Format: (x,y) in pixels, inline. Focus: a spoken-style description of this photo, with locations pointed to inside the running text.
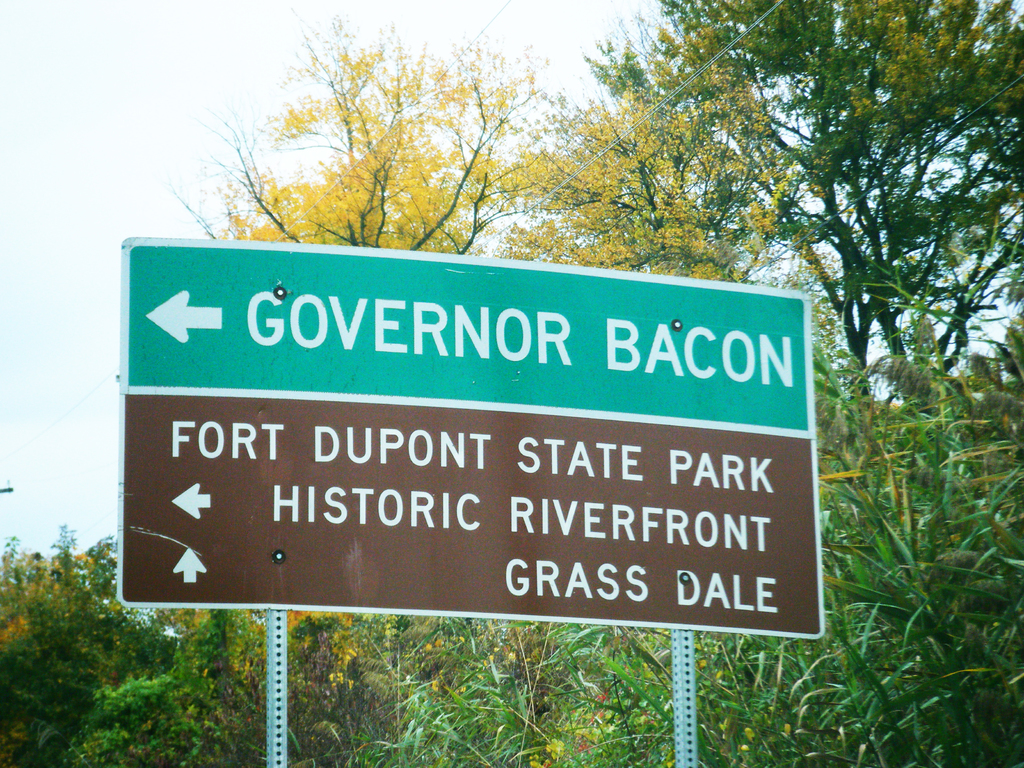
In the foreground of this image (438,572), there is a signboard (451,560). In the background (709,172), there are trees (705,152), few cables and the sky (53,110).
